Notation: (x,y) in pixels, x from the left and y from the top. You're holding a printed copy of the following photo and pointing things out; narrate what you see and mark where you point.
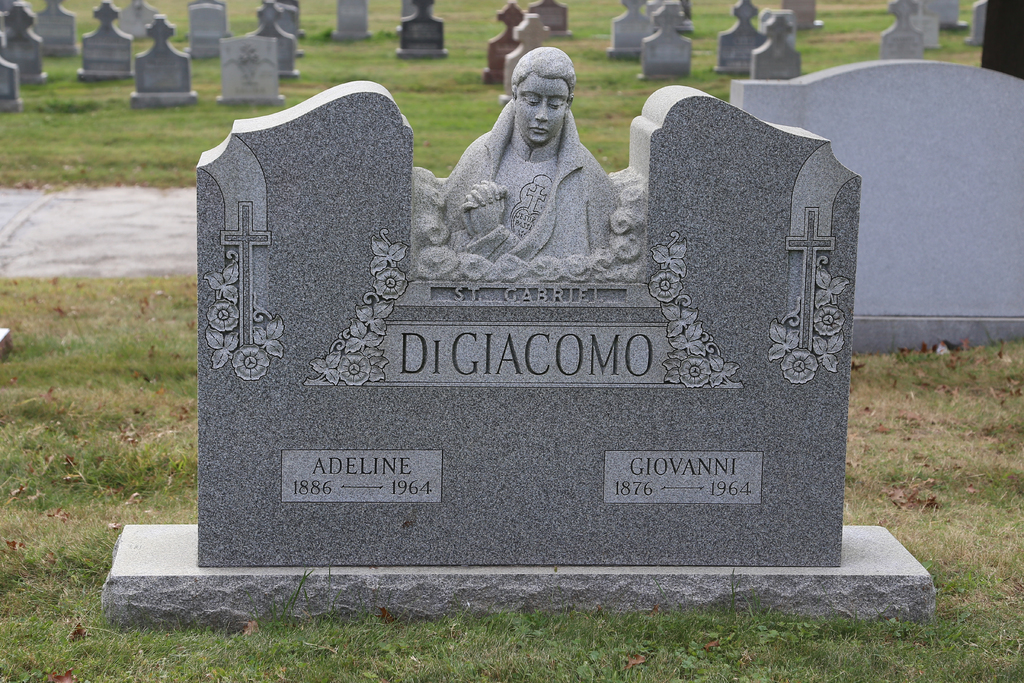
In this image we can see some graves (452,245), there is a sculpture (581,178), cross symbols (532,203), and some texts (387,492) on a grave (576,301), also we can see some grass (114,435).
